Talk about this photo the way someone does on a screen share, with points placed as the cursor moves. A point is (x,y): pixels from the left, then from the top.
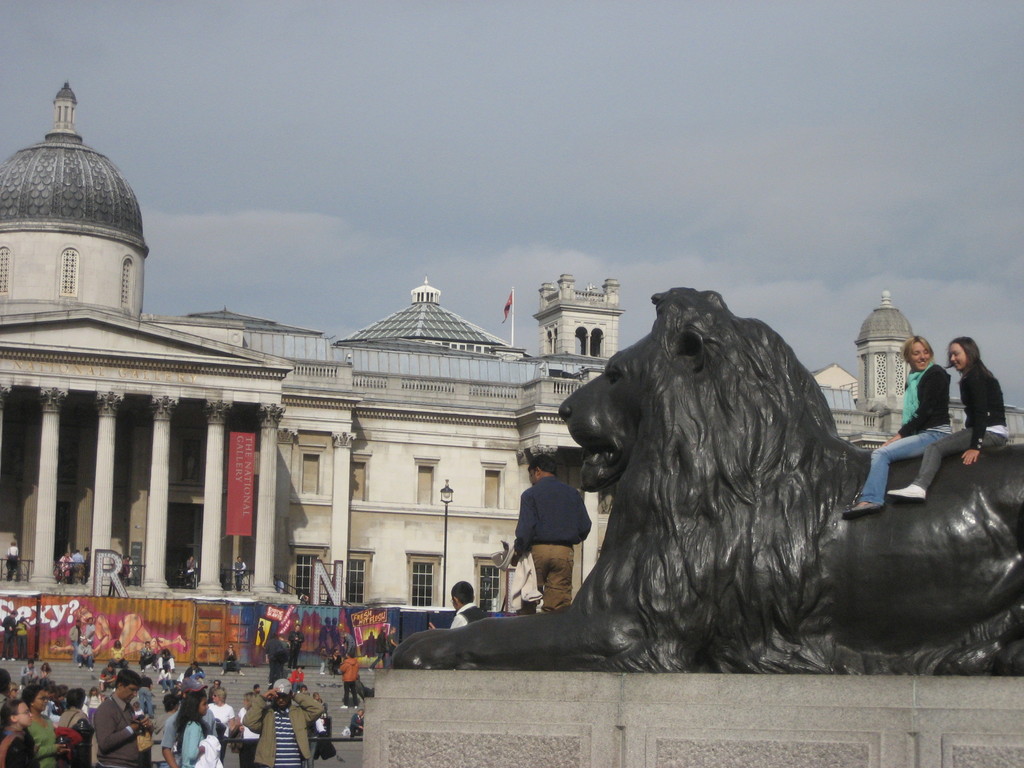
In the image there are buildings (567,333) in the back (551,362) with many people (261,709) walking in front of it, there is a lion statue (768,494) on the right side (873,575) with two women (913,417) sitting on it and above its sky (406,139) with clouds (564,66).
